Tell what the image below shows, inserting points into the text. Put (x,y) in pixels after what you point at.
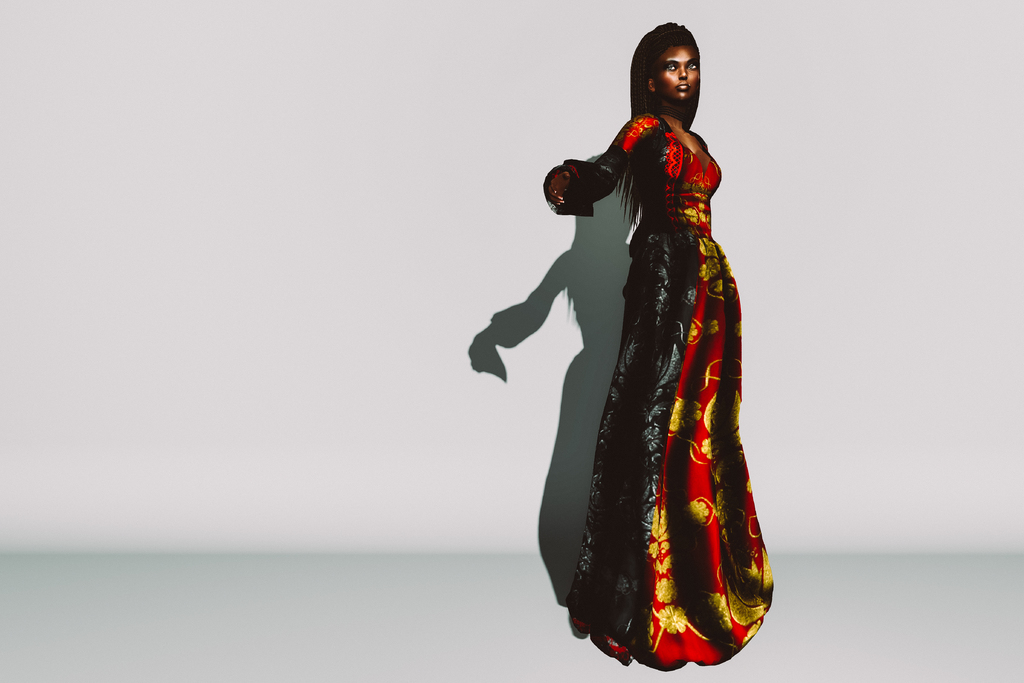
In this picture I can see an animated picture of a woman (661,304) and I can see a white color background (757,150).
